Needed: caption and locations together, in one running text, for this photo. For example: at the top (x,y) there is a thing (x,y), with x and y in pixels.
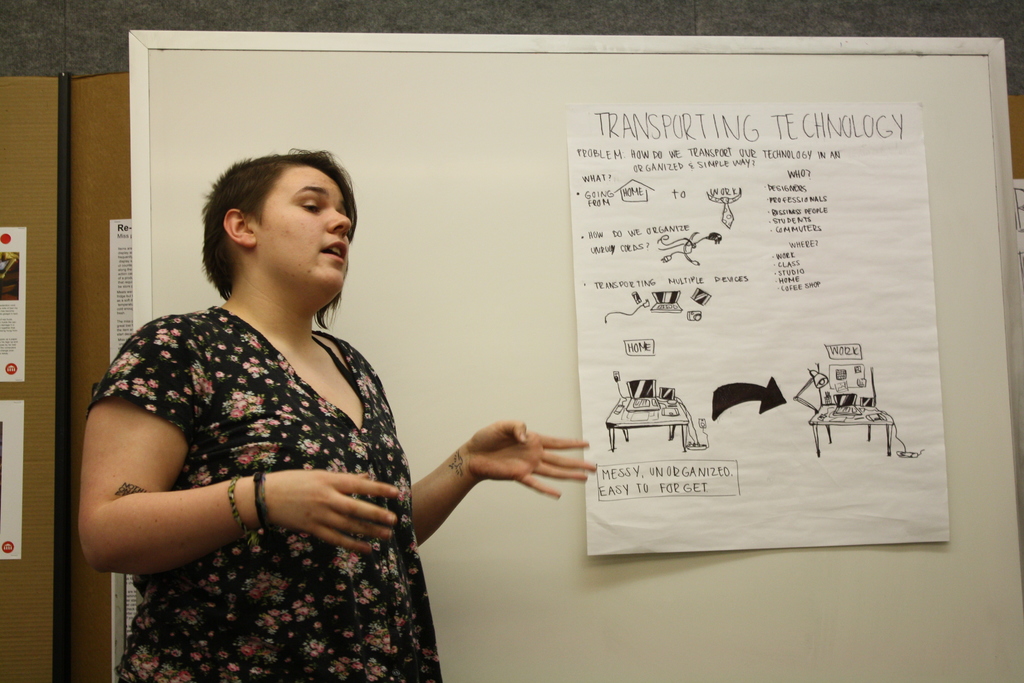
In this picture I can see a woman (279,555) standing and talking side there is a board (475,231) on which I can see a poster (801,430) with some pictures (775,387) and text (812,136).
